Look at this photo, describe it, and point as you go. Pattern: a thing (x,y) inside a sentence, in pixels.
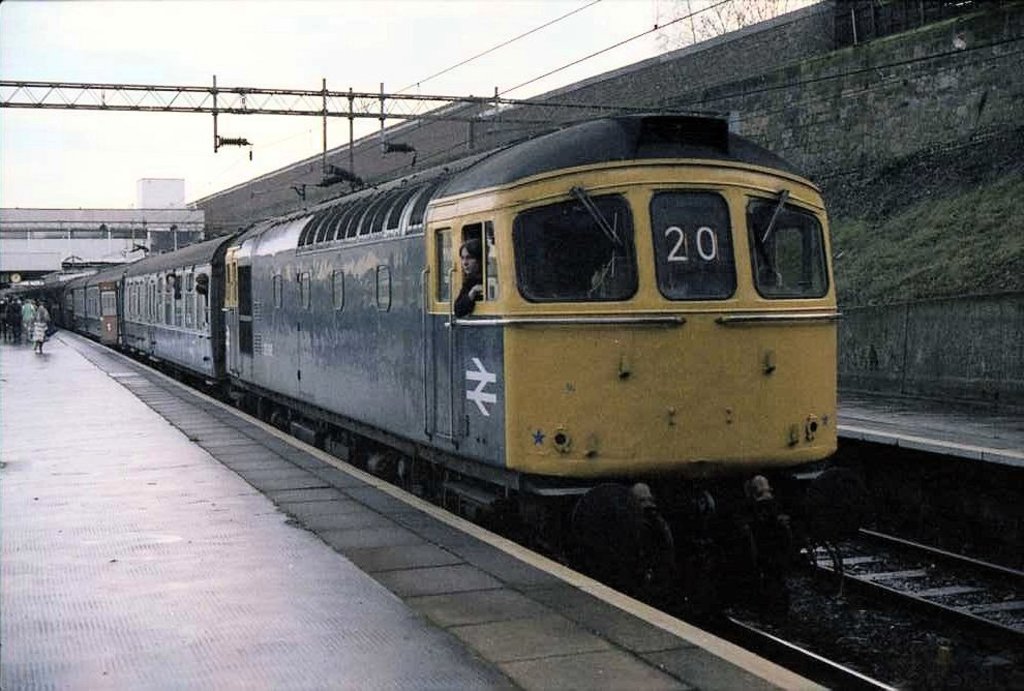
In this image there is a train (289,346) on the railway track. On the left side (84,394) there is a platform (25,337) on which there are few people (44,314). At the top (146,88) there is an iron rod (168,88). On the right side (817,71) there is a wall (923,137) beside the track (858,545). It looks like it is a railway station (68,272).
